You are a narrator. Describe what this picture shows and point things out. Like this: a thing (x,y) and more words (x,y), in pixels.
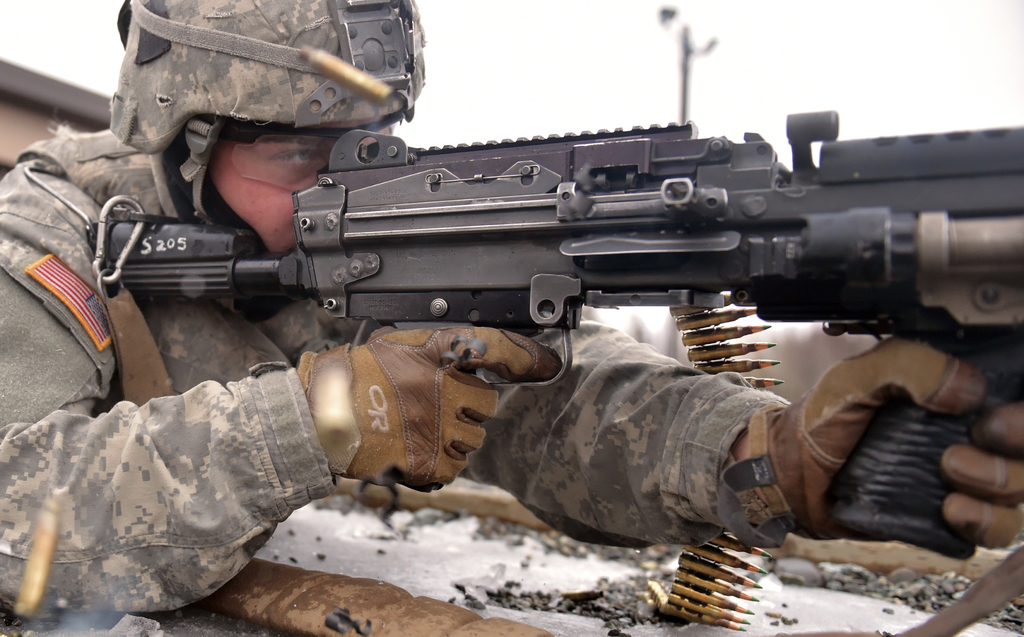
There is a person (588,357) holding a gun (309,275) and bullets (322,409) in the foreground area of the image (727,375) and the background is blurry.
